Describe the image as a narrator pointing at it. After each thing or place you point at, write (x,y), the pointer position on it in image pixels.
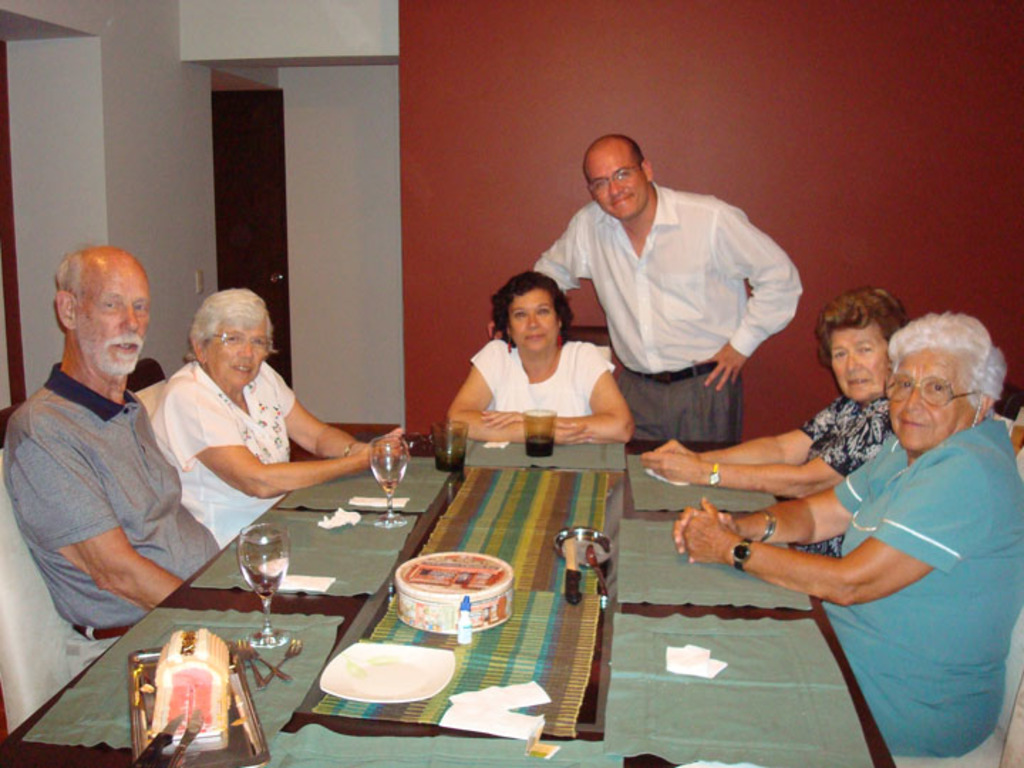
In this picture, there are group of people (514,394) sitting on a dining table (820,608). On the left side (128,482), there is a man (118,466) and women (227,437) who are sitting on the chair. In the middle, there is a woman (518,394) who wore a white dress (552,395) sitting on the chair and a man (637,301) standing beside a woman (536,379) wearing white shirt (638,261). On the right side (836,360), there is a woman (854,414) sitting beside another woman (904,486) on the chair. There is a glass (266,566) on the table (325,600). There is a plate (397,657) and a box (467,560) on the table (432,551). There is a knife (572,576) and spoon (602,575) on the table (609,593). There is a cloth (578,611) placed on the table (520,703).
